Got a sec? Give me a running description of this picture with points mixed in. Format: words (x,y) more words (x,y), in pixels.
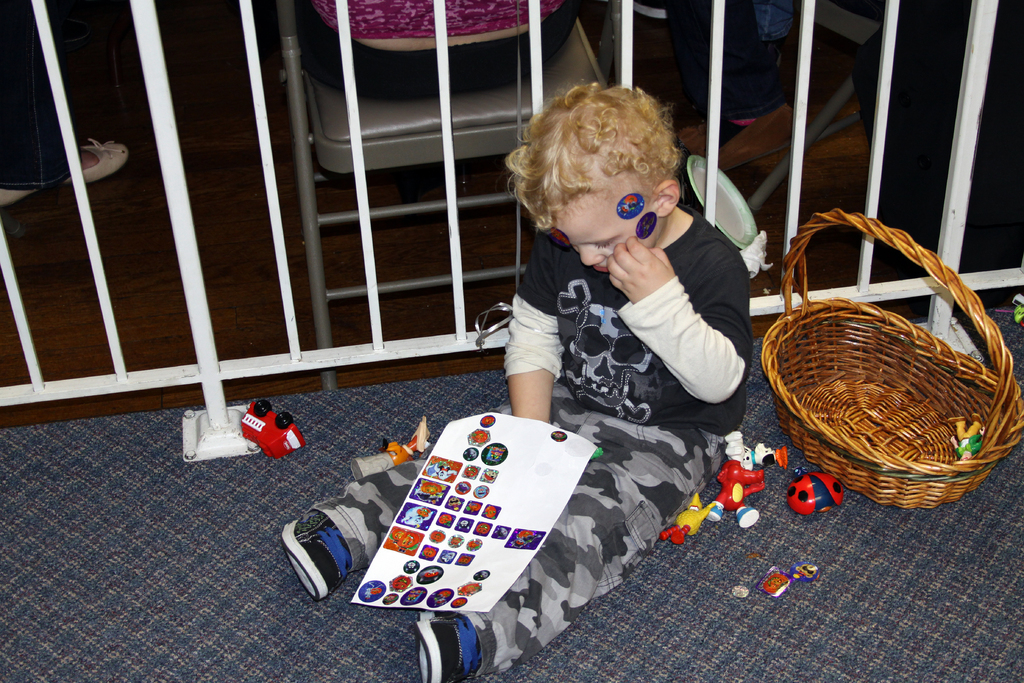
In this image we can see a kid (375,531), there are stickers (494,478) on his face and on the paper (455,515), there are toys (812,480) on the ground (251,593), there is a toy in the basket (821,363), there is a railing (879,148), there is a person (546,34) sitting on the chair (330,109), also we can see the legs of two persons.
